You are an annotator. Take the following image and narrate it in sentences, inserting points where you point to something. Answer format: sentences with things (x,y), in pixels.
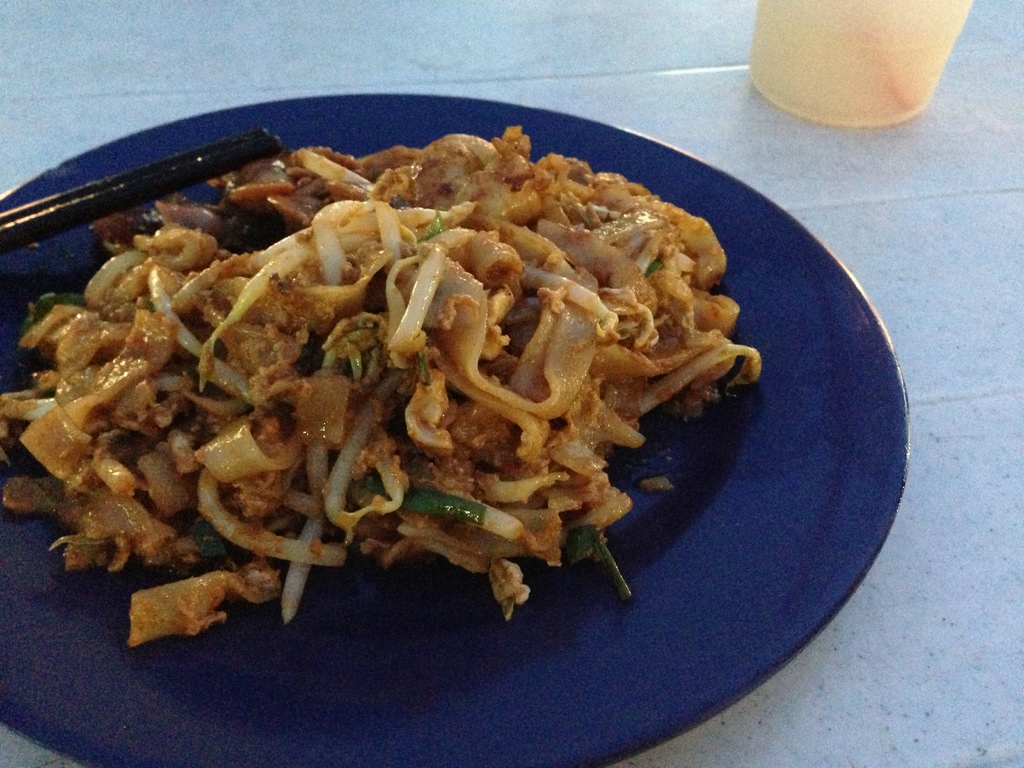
In this image we can see a food item (464,350) on a plate (669,533). The plate (669,533) is on the white color surface (958,320). We can see a glass (844,37) at the top of the image (840,40). We can see two sticks (131,196) on the left side of the image (103,185).
